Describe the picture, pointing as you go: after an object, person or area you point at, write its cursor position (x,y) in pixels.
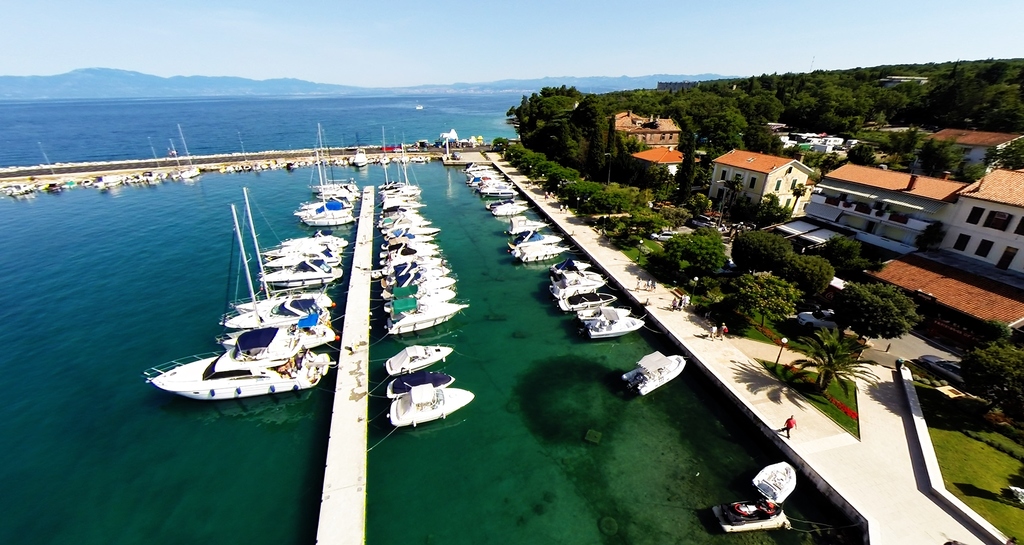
As we can see in the image there is water (162,323), boats (321,297), trees (529,124), grass (939,448), houses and on the top (408,45) there is sky (362,38).
